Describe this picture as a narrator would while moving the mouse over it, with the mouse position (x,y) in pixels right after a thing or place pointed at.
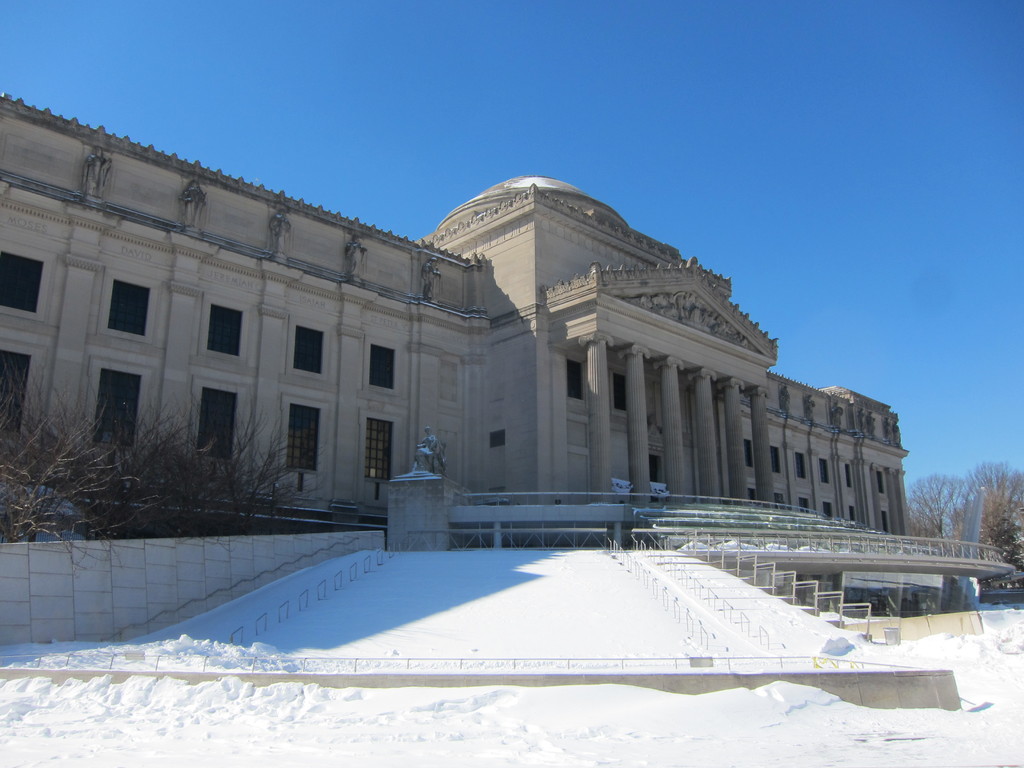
In this image I can see few plants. In the background (550,364) I can see the building (474,437) in cream color and the sky (577,107) is in blue color.
